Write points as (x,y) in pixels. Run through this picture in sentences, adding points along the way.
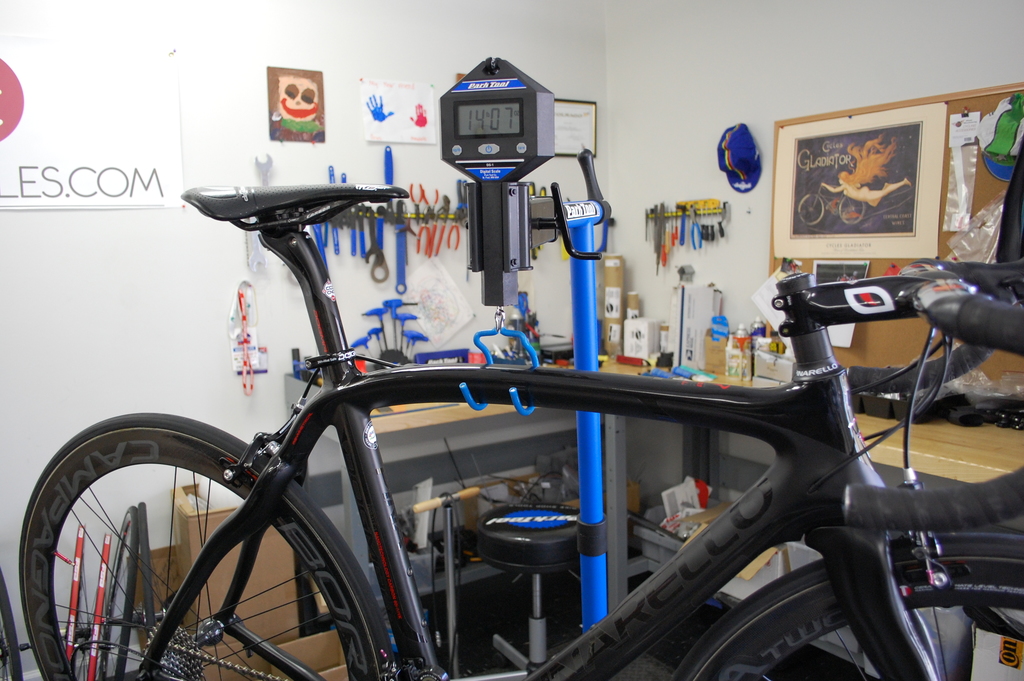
In this image we can see one bicycle (718,402), one pole (578,210) with a scale (503,205), one bicycle air pump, some poles (77,591) near the wall (92,594), tools set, some objects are on the table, some tires (142,556) near to the wall (543,183), one stool (489,532), one photo frame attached to the wall (556,178), one board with some objects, some boxes (220,511), some posters (293,105) attached to the wall (254,117), some objects (661,237) attached to the wall (714,116) and some different objects (1015,409) are on the surface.
